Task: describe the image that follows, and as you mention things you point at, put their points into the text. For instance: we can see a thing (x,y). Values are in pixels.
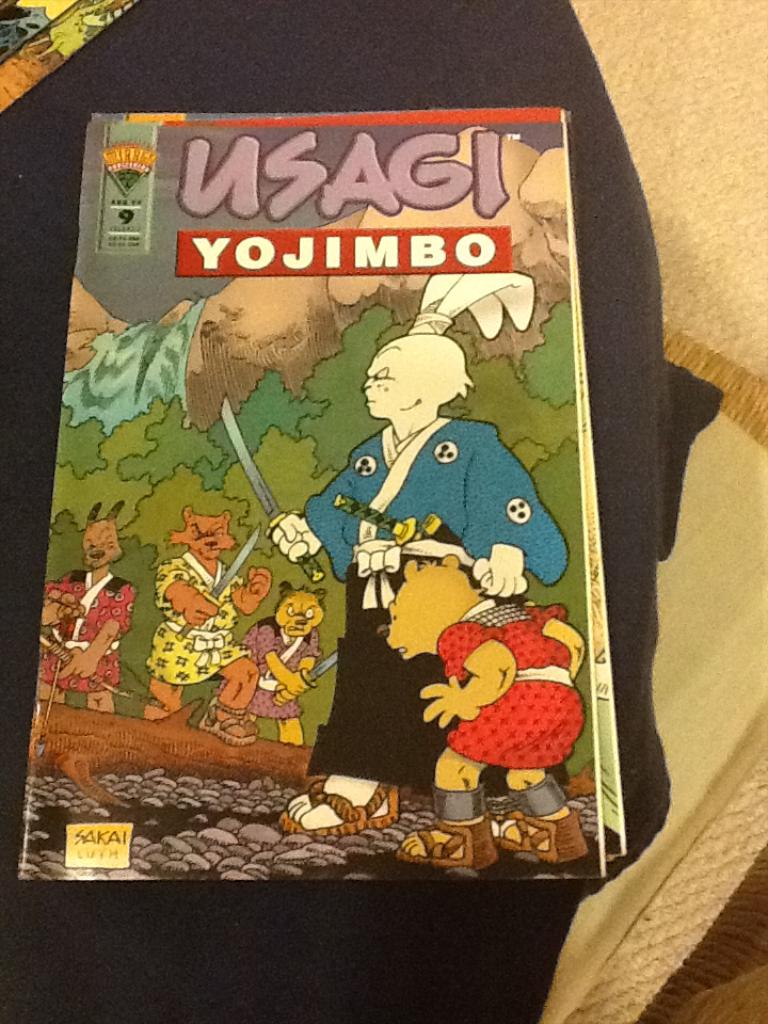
It is a book (289,549) there are animation pictures (428,557) on it.
